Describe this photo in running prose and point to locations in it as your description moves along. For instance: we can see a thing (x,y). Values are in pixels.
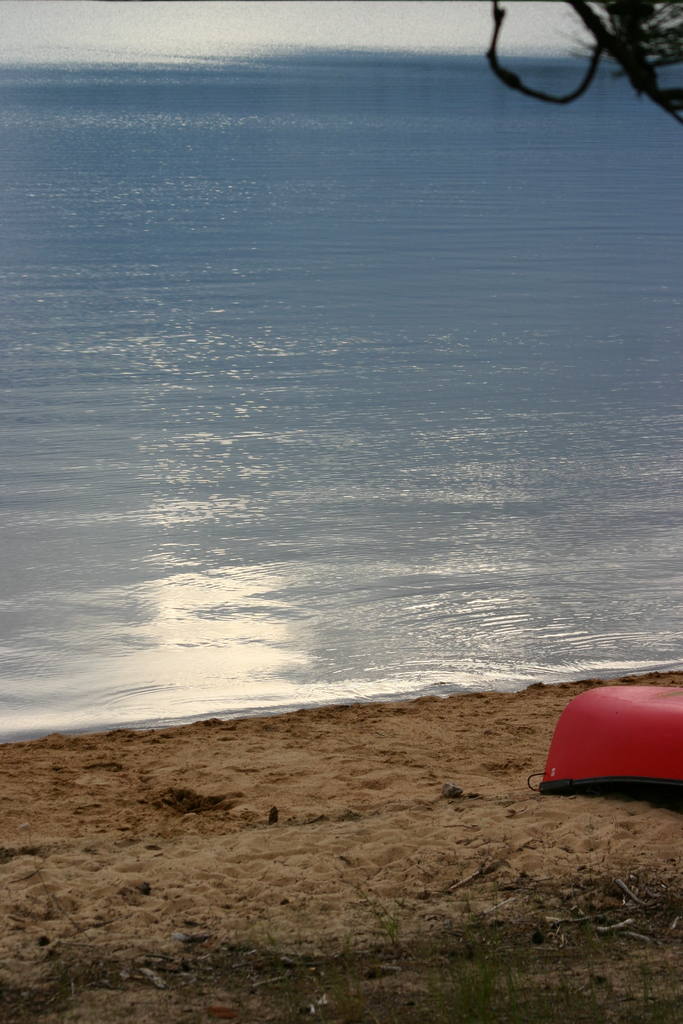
In the image we can see sand (305,822), water (261,336) and an object (616,722) red in color.
